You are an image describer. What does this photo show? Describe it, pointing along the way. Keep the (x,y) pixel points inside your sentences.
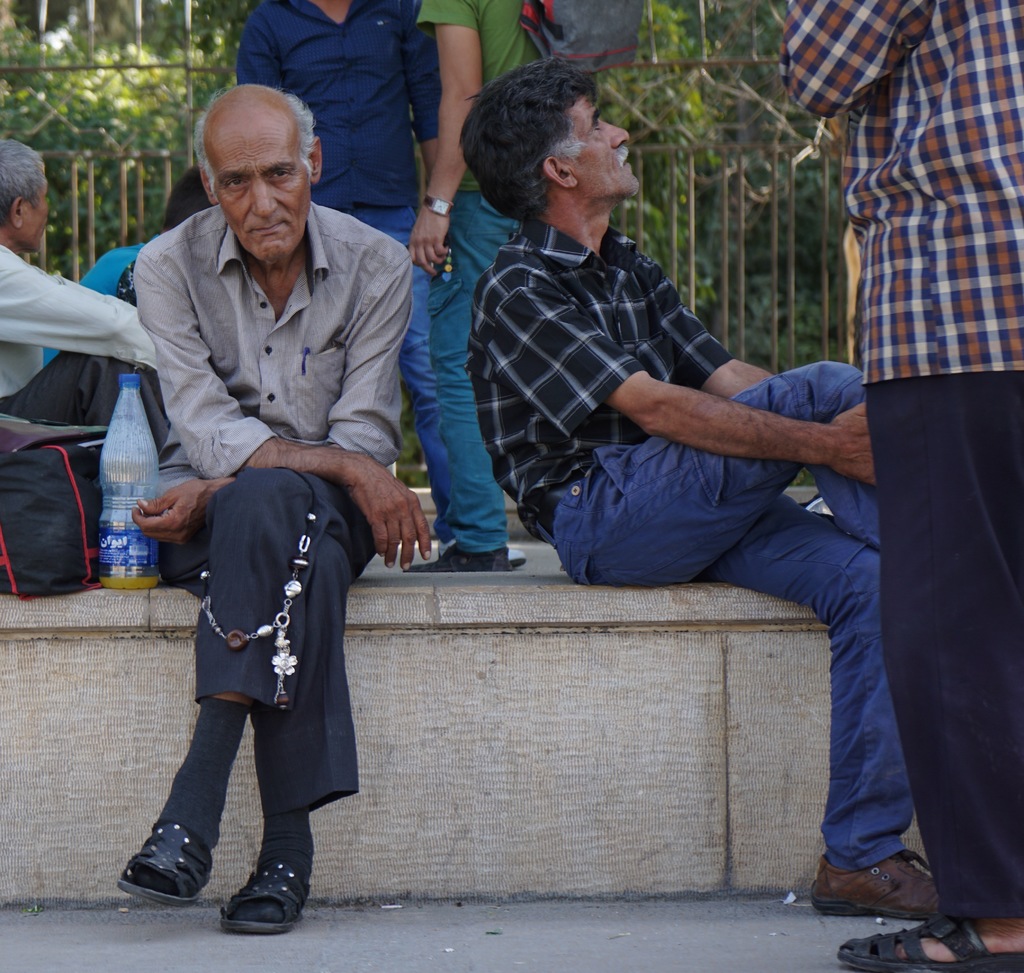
There are three persons (297,408) sitting on the ledge (139,656). There is a bottle (140,456) and this is bag (95,464). Here we can see three persons (455,17) are standing on the floor (749,964). In the background (151,137) there is a fence (723,221) and these are the plants (610,101).
